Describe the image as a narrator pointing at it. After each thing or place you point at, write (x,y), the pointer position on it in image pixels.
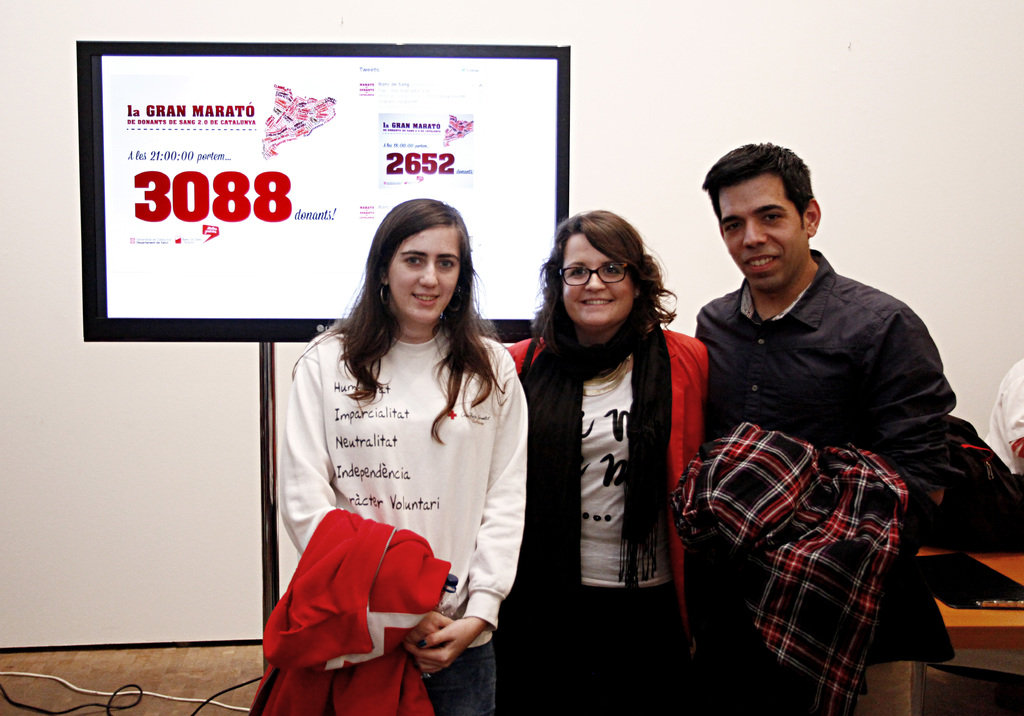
As we can see in the image there is a white color wall (111,357), screen (141,283), few people (646,394) standing in the front (626,418) and a table (1017,619). On table (975,618) there is a laptop (980,595).
